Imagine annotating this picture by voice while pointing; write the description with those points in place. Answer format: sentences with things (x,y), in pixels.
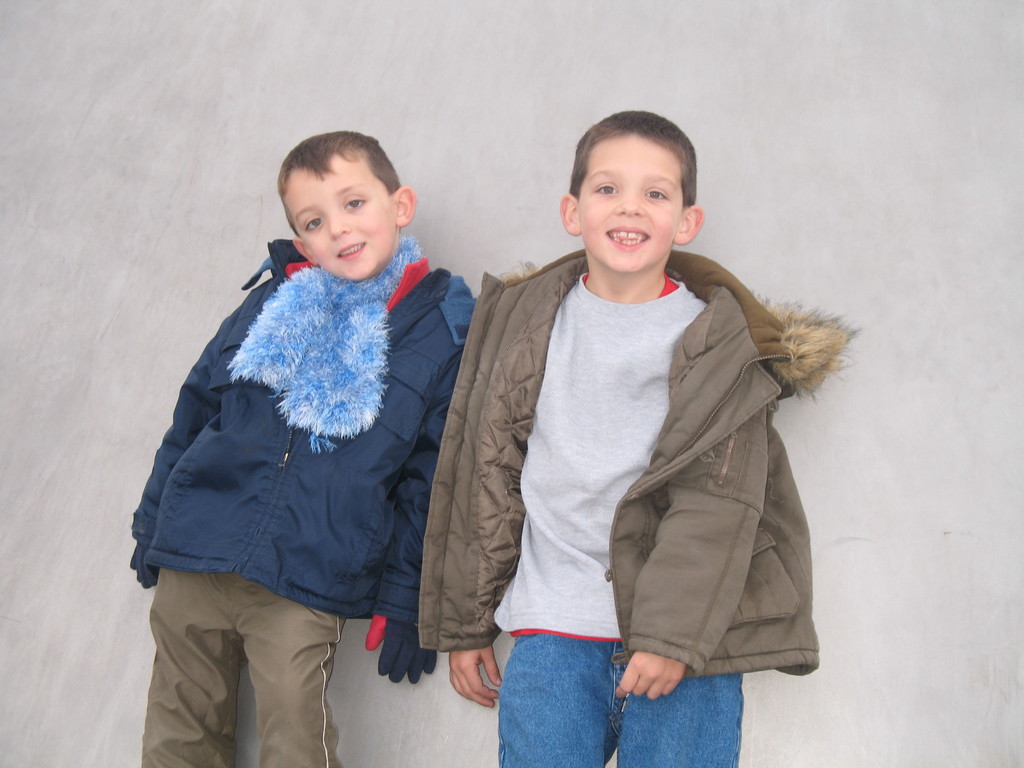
In this image in front (257,470) two people (566,402) wearing a smile on their faces (344,218). Behind them there is a wall (327,85).
